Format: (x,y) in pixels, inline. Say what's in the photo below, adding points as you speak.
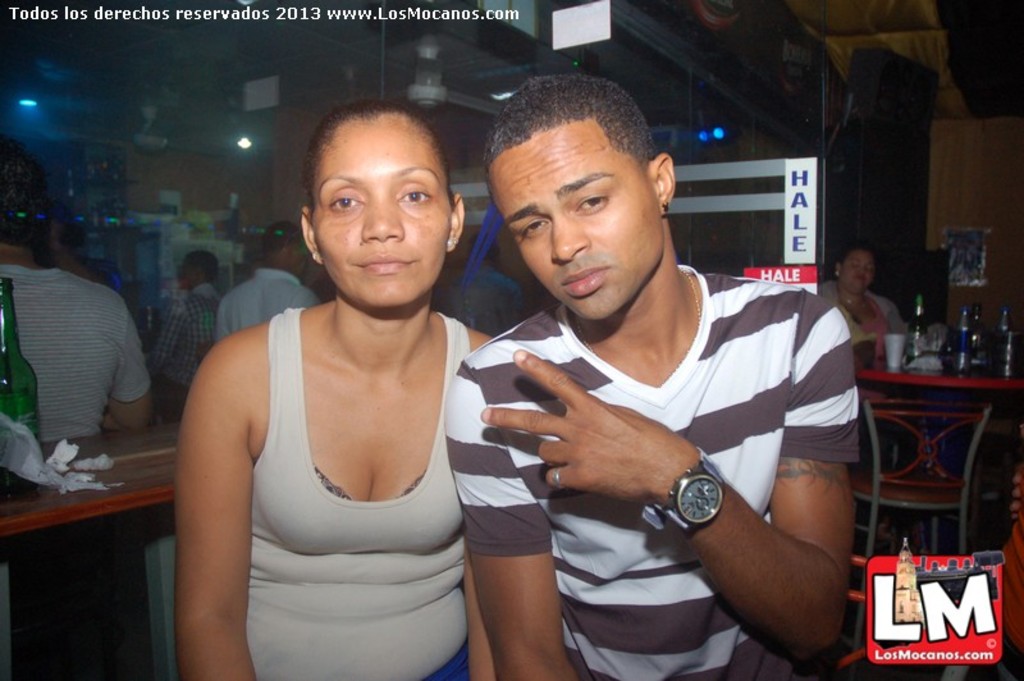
In this image we can see group of persons (667,286). One person (662,289) is wearing a wrist watch (674,498) on his hand (715,504). On the right side of the image (1006,347) we can see a group of bottle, glass (892,359) placed on a table (963,366), a chair (946,487) is placed on the ground (907,518). To the left side of the image (64,464) we can see the bottle (20,400) on the table (136,473). In the background (439,88), we can see any ceiling fans (427,97), some lights (248,143), sign boards (787,189) with some text (799,229). At the bottom of the image (994,566) we can see the logo (945,627). In the top left side of the image (125,13) we can see some text (105,13).
